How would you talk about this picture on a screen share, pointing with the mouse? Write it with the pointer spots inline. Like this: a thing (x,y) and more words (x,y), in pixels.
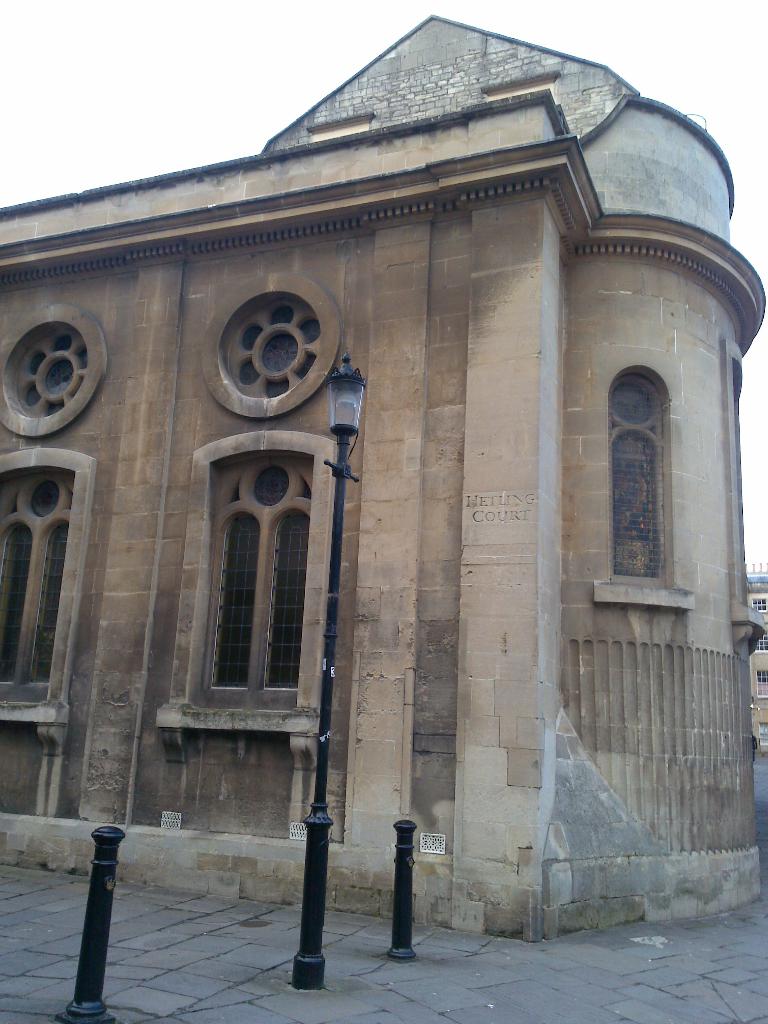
In the picture we can see a historical building (363,650) with a window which are designed and near to it, we can see a path (359,972) and in the background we can see a sky (744,466).
